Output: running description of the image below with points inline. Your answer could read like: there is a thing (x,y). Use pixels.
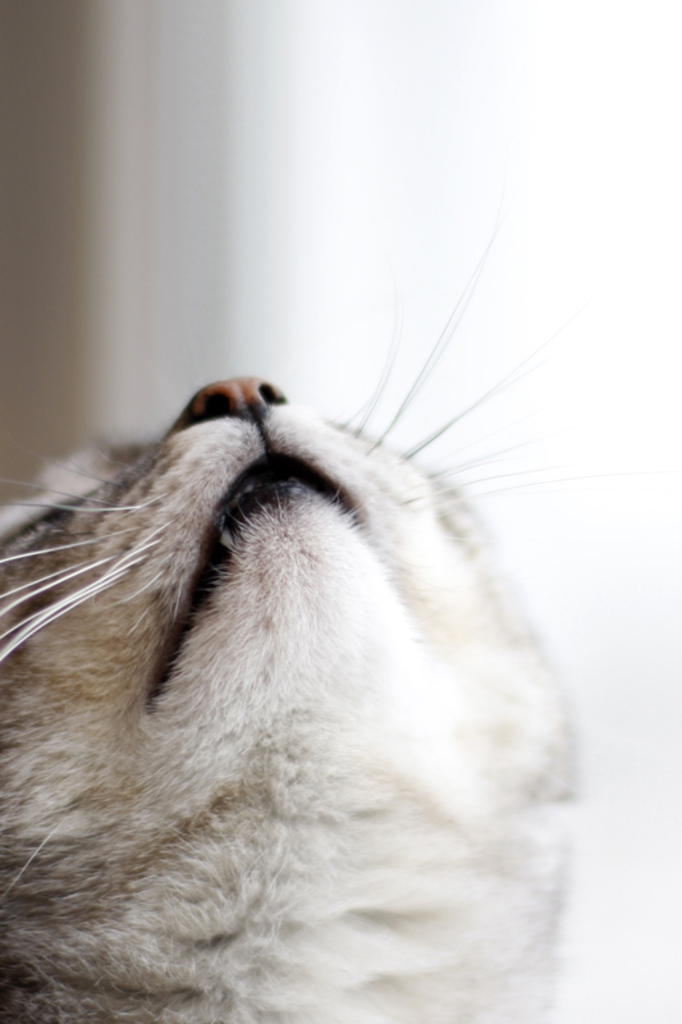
In this image, we can see the head (552,955) of a cat (59,959).
